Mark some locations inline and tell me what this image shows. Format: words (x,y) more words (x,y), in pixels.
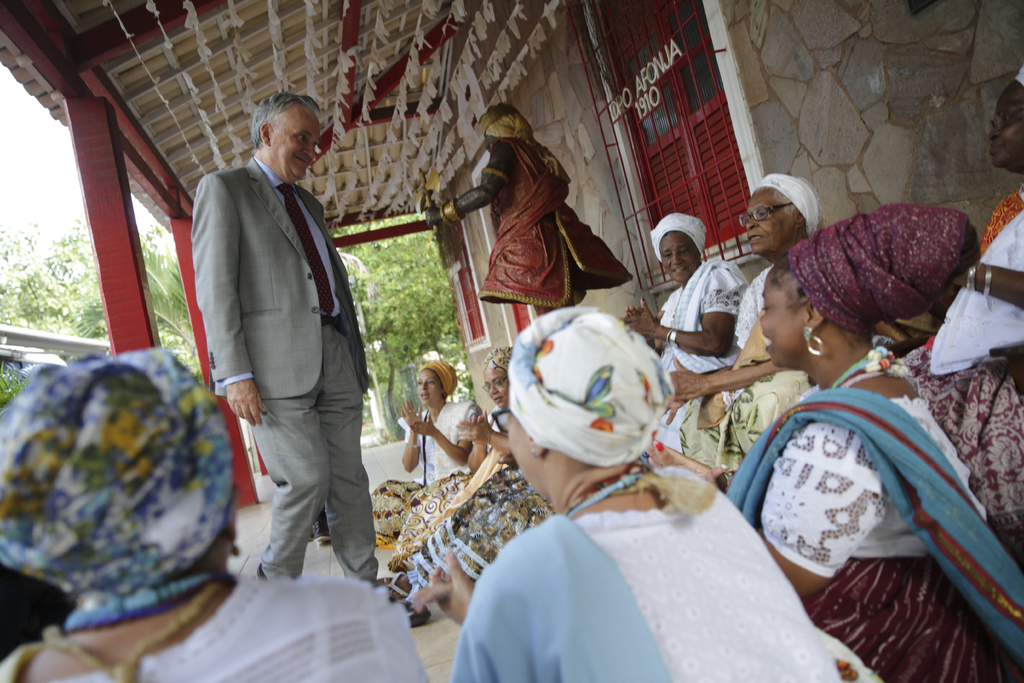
In this image in front (614,443) there are people (568,487). Behind them there is a wall (776,104) with the windows (680,145). In front of the wall (784,149) there is a statue (520,215). There is a person (293,214) standing under the building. In the background of the image (389,311) there are trees (391,289) and sky (61,183).
